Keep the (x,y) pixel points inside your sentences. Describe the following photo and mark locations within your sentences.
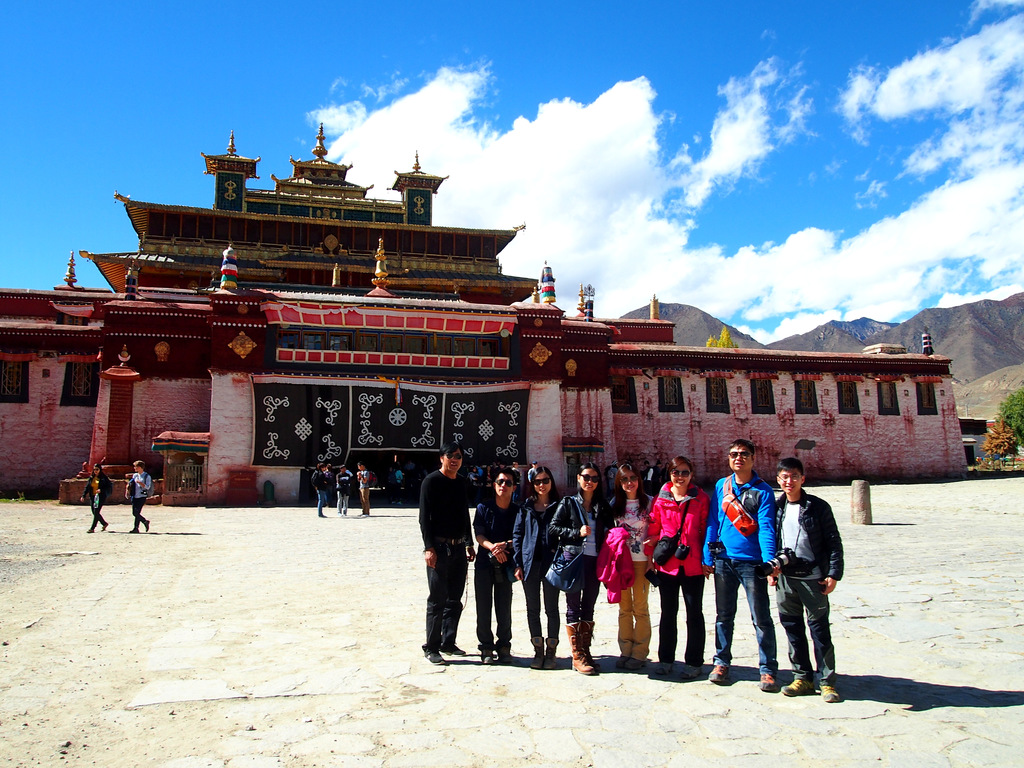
In this picture I can see group of people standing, there is a building (767,407), there are trees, mountains (972,372), and in the background (724,138) there is sky (639,140).
